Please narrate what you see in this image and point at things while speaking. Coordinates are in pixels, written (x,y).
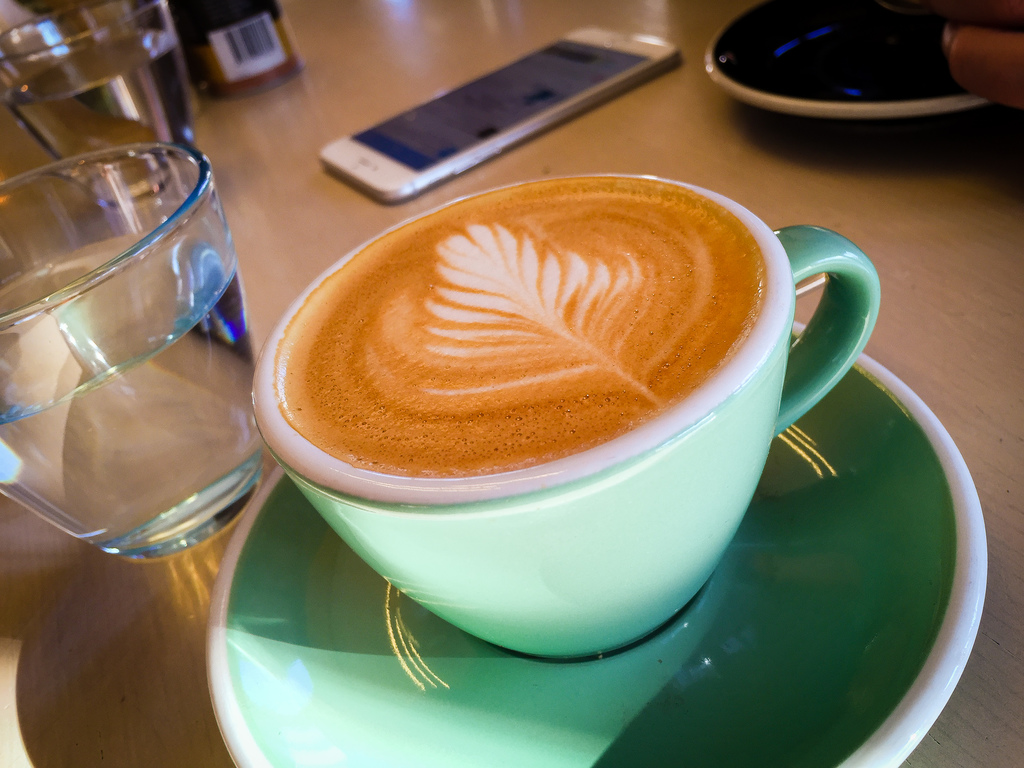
In this image we can see a cup (532,533) on a saucer (736,625). In the cup (482,548) there is cappuccino (474,211). And there is a wooden surface (884,259). On that there are glasses (149,318) with water (140,303), mobile (451,164), plate (855,91) and some other items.
